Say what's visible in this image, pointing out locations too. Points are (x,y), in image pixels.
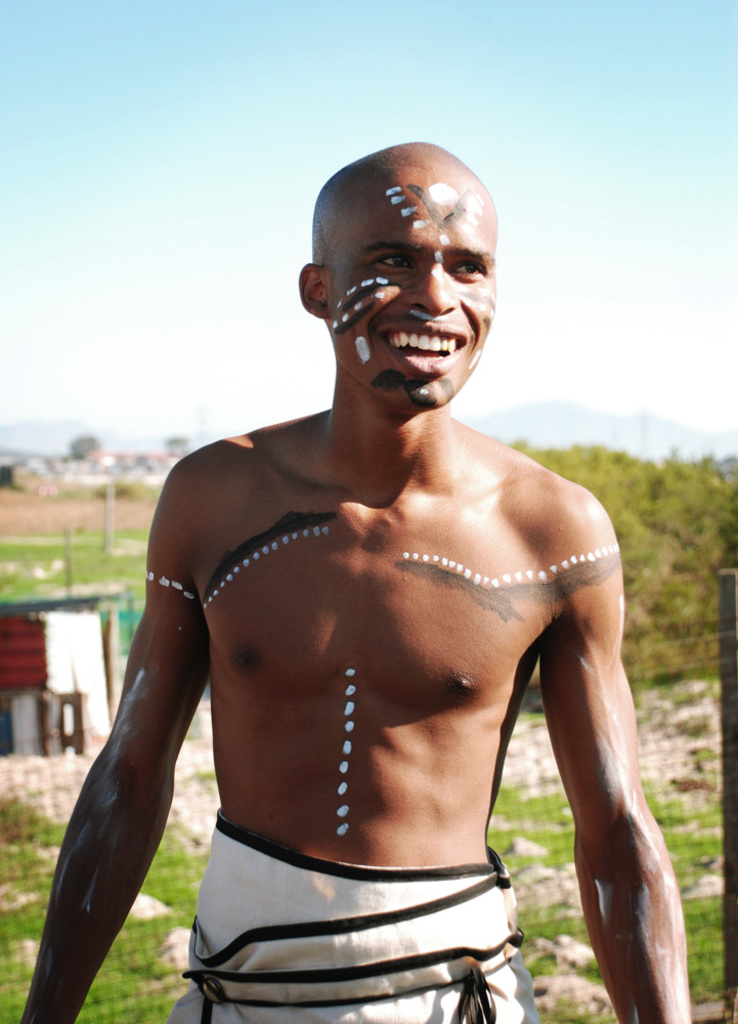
In this image there is a man (470,588) standing, in the background (686,545) there are trees (680,488).
